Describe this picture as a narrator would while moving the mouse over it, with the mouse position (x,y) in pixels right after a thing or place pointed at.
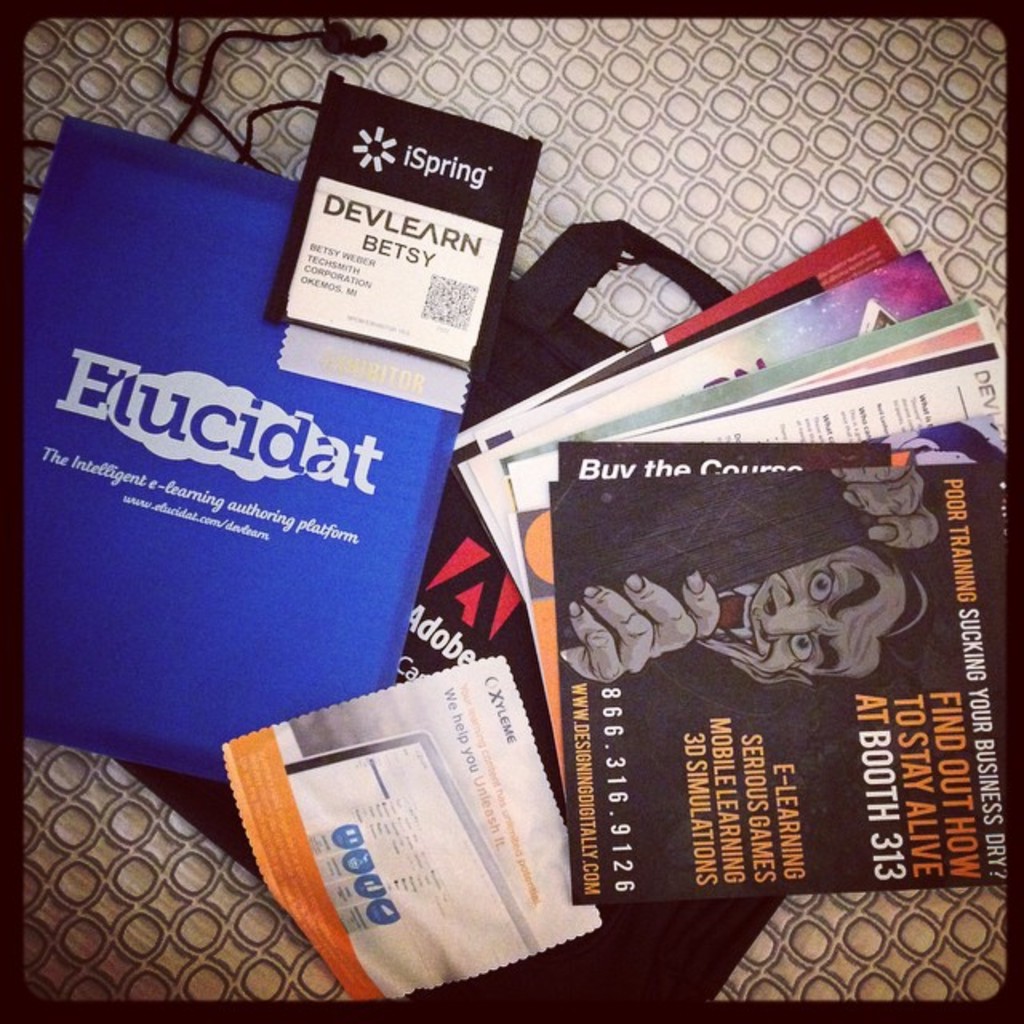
In this picture we can see a bag (473,552), few posters (547,576) and a blue object (172,509) on a surface (796,101).
